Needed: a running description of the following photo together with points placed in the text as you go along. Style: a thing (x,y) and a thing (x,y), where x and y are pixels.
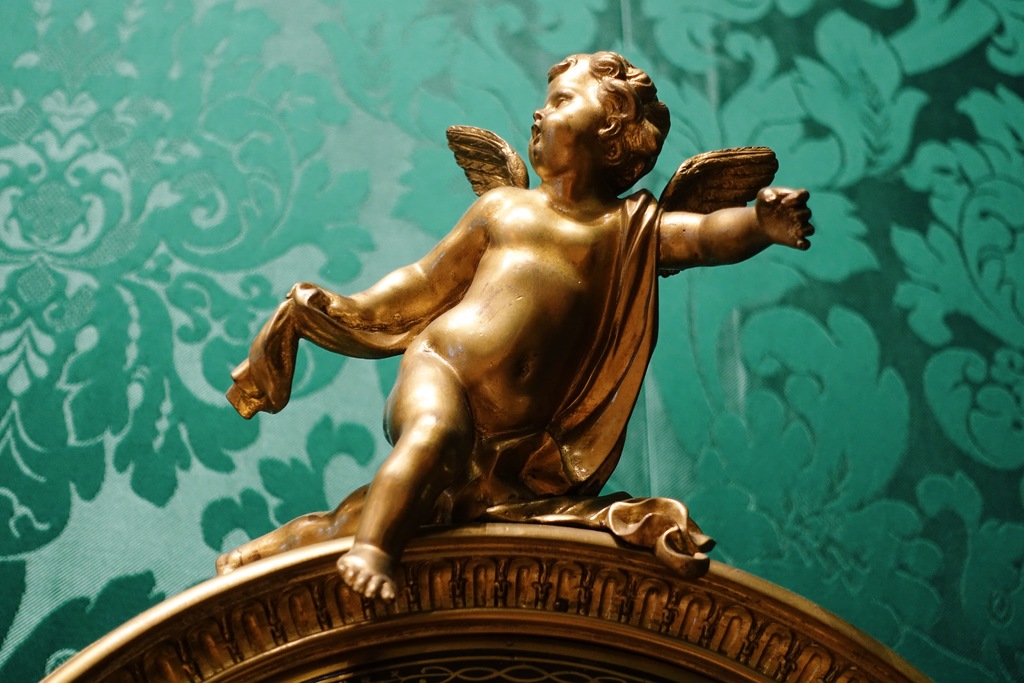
It is the statue (613,320) of a child (633,321) with wings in gold color.
